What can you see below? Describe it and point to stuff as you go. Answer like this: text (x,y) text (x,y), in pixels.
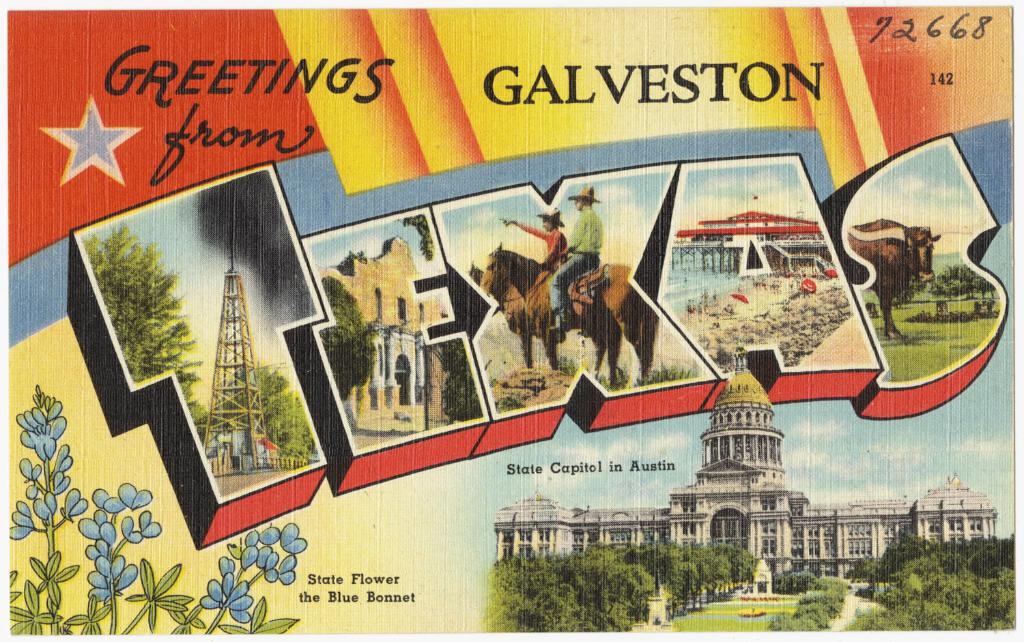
As we can see in the image there is a banner (482,347). On banner (399,455) there are plants (229,564), trees (946,612), buildings (724,523) and horses (530,305).
